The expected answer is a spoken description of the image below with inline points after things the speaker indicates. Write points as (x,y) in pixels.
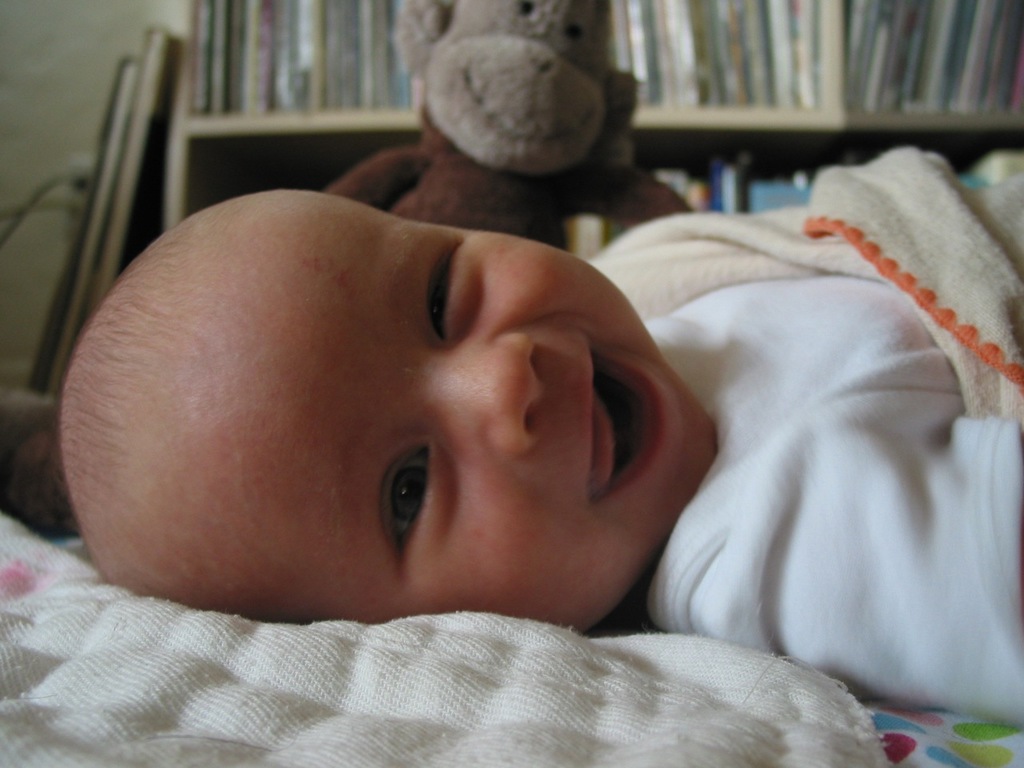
This image is taken indoors. At the bottom of the image (419,689) there is a bed (422,754) with a blanket (789,718) and a bed sheet (969,727). In the middle of the image (532,390) a kid (386,395) is lying on the bed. In the background (594,116) there is a teddy bear (444,72) and there is a bookshelf (317,113) with many books (742,82) on it.
